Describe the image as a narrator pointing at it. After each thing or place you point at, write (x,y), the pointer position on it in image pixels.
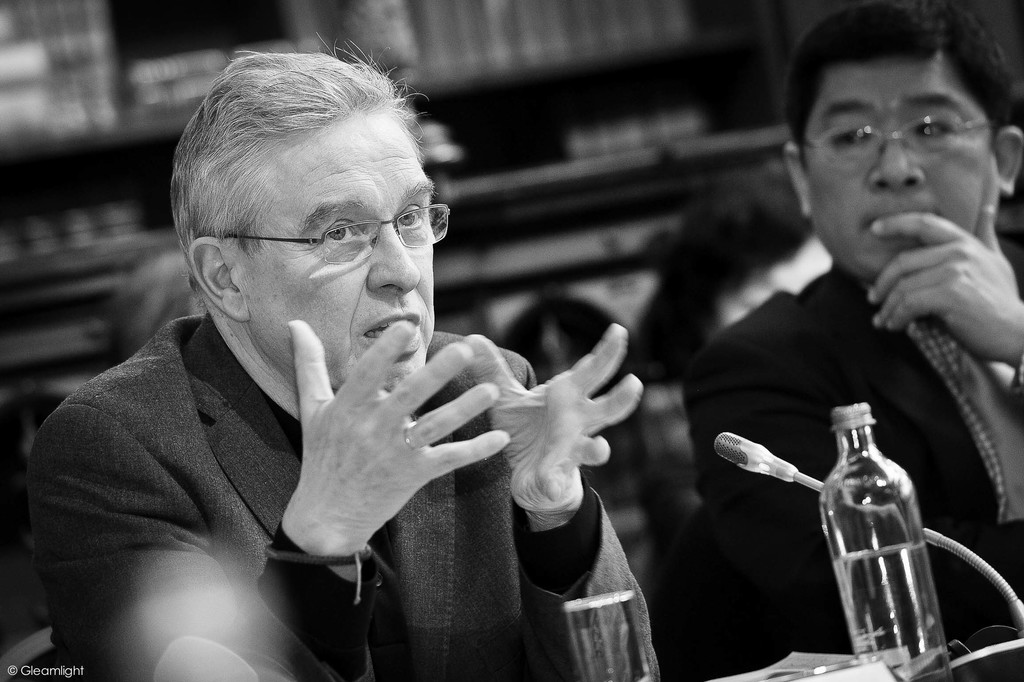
In this picture there is a person (229,84) who is sitting at the left side of the image (73,401) he is explaining something, and there is another person (865,149) who is sitting at the right side of the image (886,192), there is a mic (955,537) in front of him and there is a glass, and bottle (912,539) on the table (672,681) the background of the image (556,291) is black and white in color.
